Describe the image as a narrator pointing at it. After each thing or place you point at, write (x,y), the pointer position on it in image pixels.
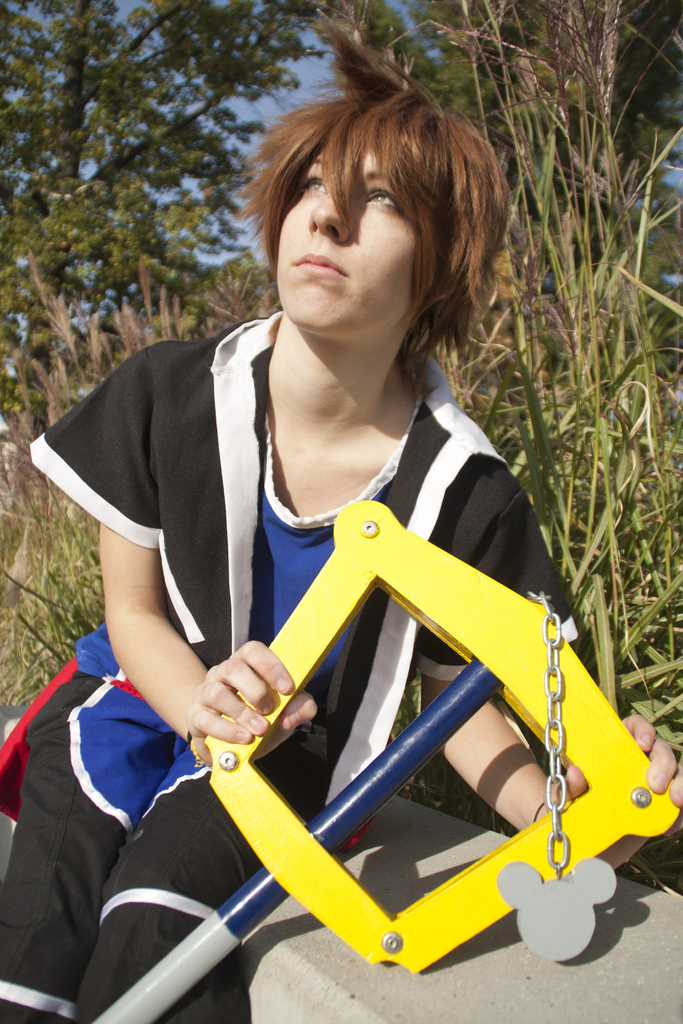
In this image we can see a person (195,426) sitting on a wall (322,975) and holding an object (347,792) and in the background (223,275) there are few trees (194,270) and the sky (274,110).
